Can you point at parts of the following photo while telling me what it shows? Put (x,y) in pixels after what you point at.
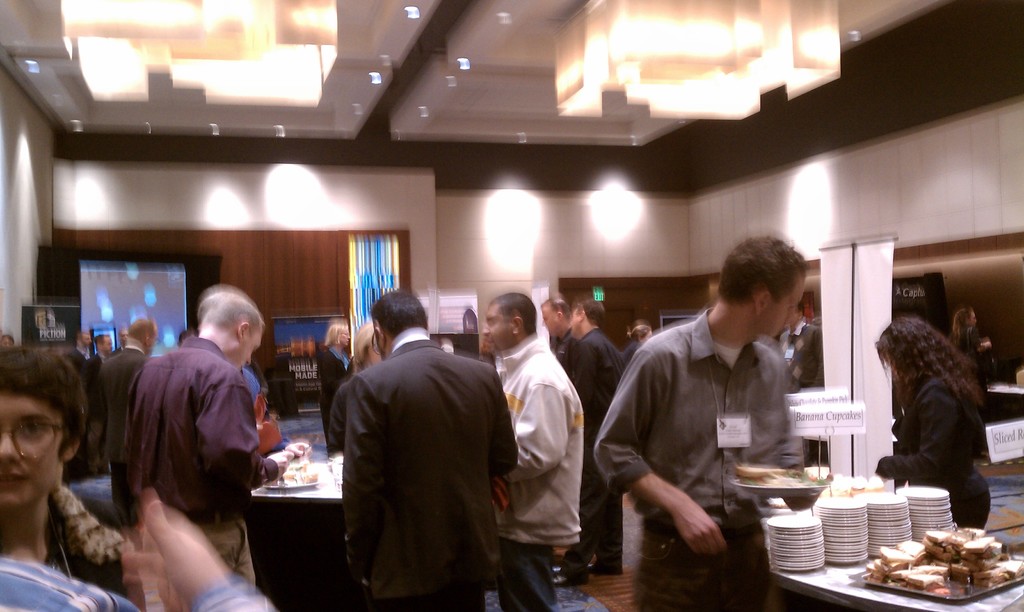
In this image we can see people (494,460) standing on the floor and some of them are holding serving plates (756,466) in their hands (301,455), tables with serving plates (818,514) with food (948,540) in them and arranged in the rows, electric lights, chandeliers (288,97), display screen (184,287), sign boards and advertisements (307,380).
